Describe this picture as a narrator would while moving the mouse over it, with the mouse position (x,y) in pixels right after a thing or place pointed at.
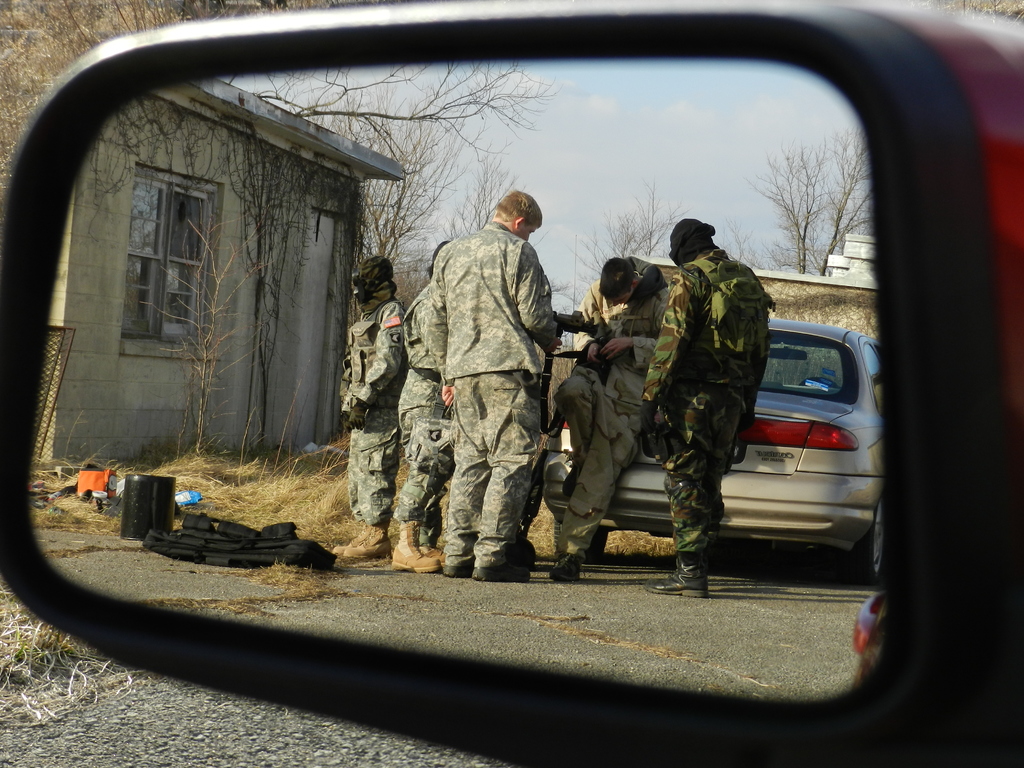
In this image we can see a mirror (782,606) of a vehicle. In the mirror (495,376) we can see a group of people (709,381) wearing military uniforms (696,478) are standing on the ground (475,584). On the right side of the image (803,498) we can see a vehicle (818,509) parked on the ground (789,563). On the left side of the image (260,556) we can see a bag (195,538), container (133,482) and some objects (78,477) placed on the ground (371,571). In the background (272,480), we can see dried grass (344,482), building (268,285) with windows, a group of trees (426,131) and the sky (589,97).
